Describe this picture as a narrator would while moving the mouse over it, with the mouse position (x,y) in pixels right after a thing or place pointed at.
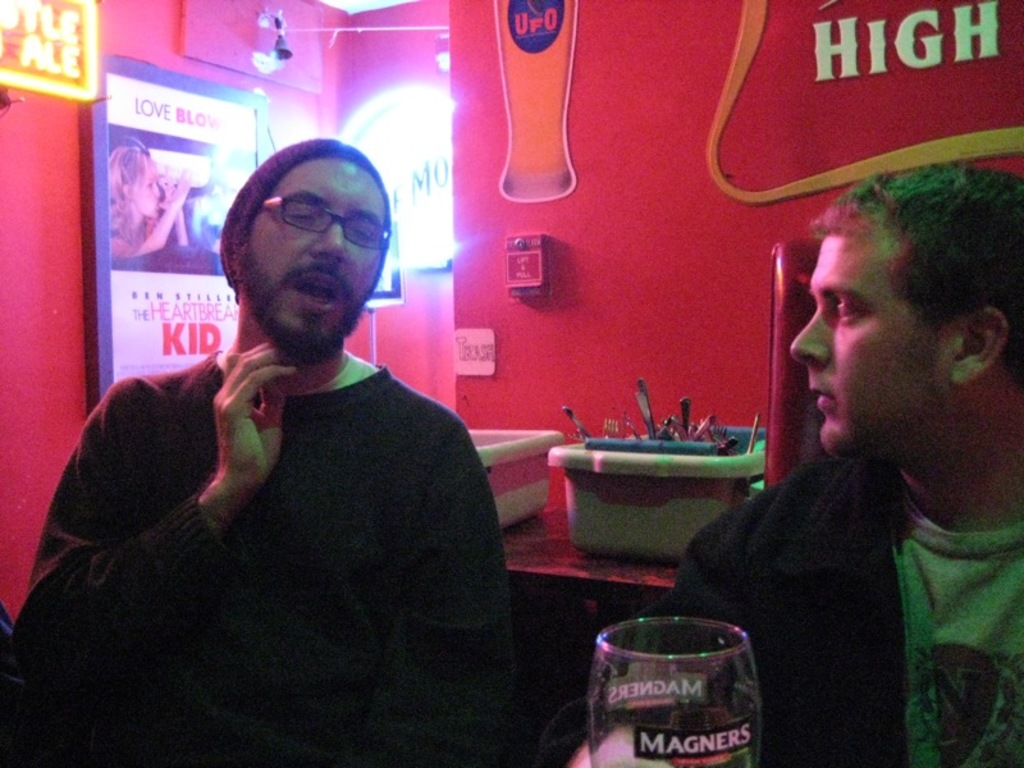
In this image, we can see two people (498,582). Here a person (130,646) is talking and wearing glasses (334,212). Background (662,359) there is a wall (13,492), stickers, few objects (702,762), baskets (604,477).
